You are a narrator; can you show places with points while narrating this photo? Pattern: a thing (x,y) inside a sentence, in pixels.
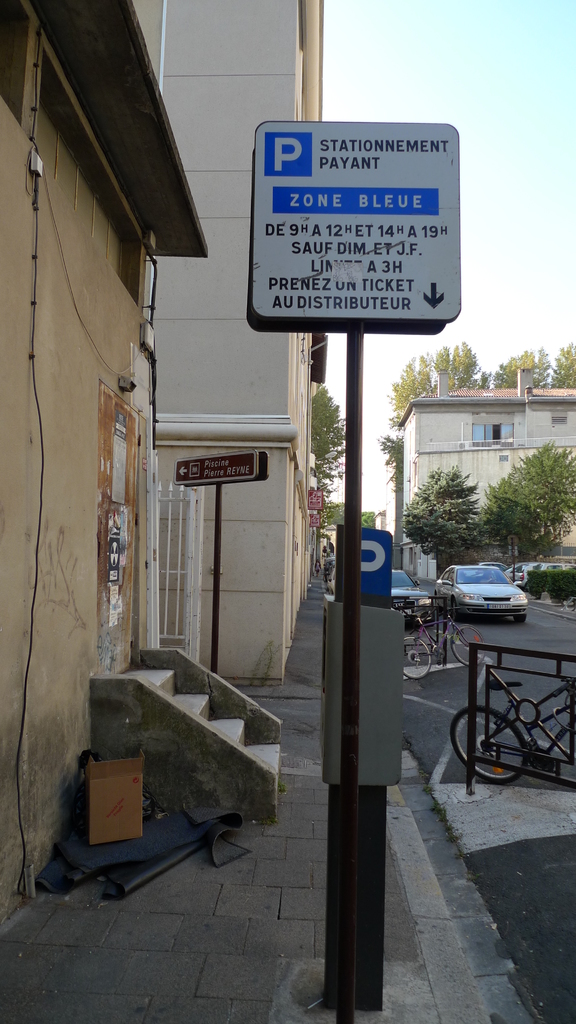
As we can see in the image there are buildings (72,363), banner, bicycle (503,780), cars (458,604), trees (437,536) and on the top (512,251) there is a sky (512,251).
